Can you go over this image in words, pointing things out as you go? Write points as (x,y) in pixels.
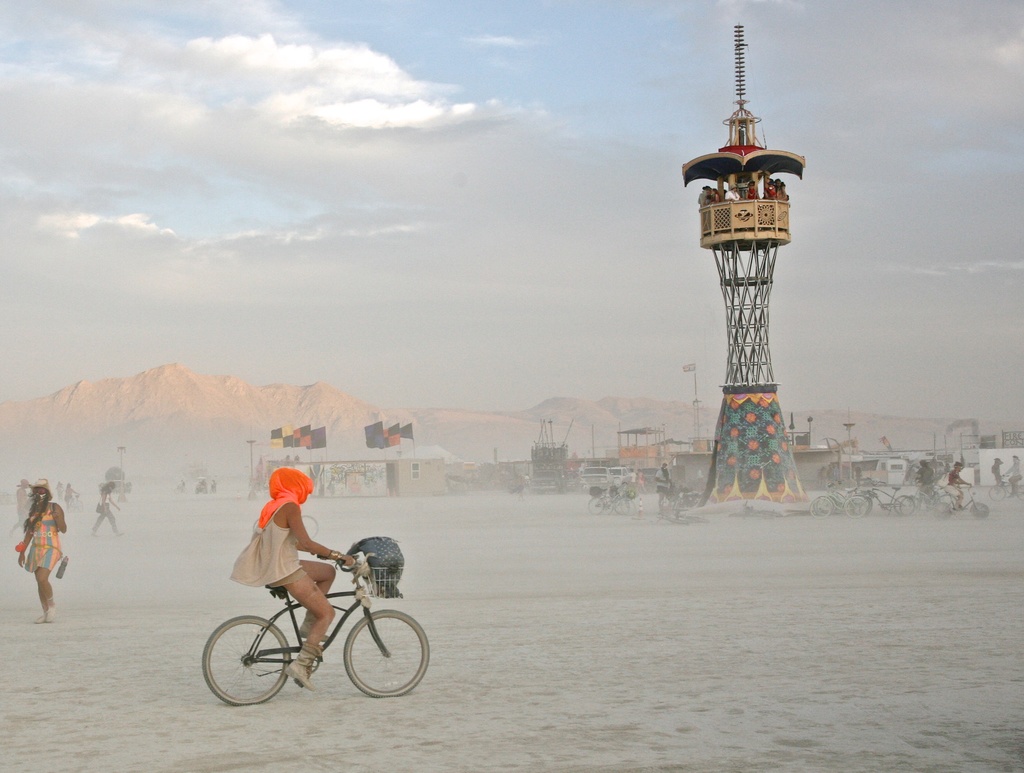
In this picture there some people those who are riding the bicycle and some are walking on the area (779,752) in the image, it seems to be desert area (659,702) in the image.
